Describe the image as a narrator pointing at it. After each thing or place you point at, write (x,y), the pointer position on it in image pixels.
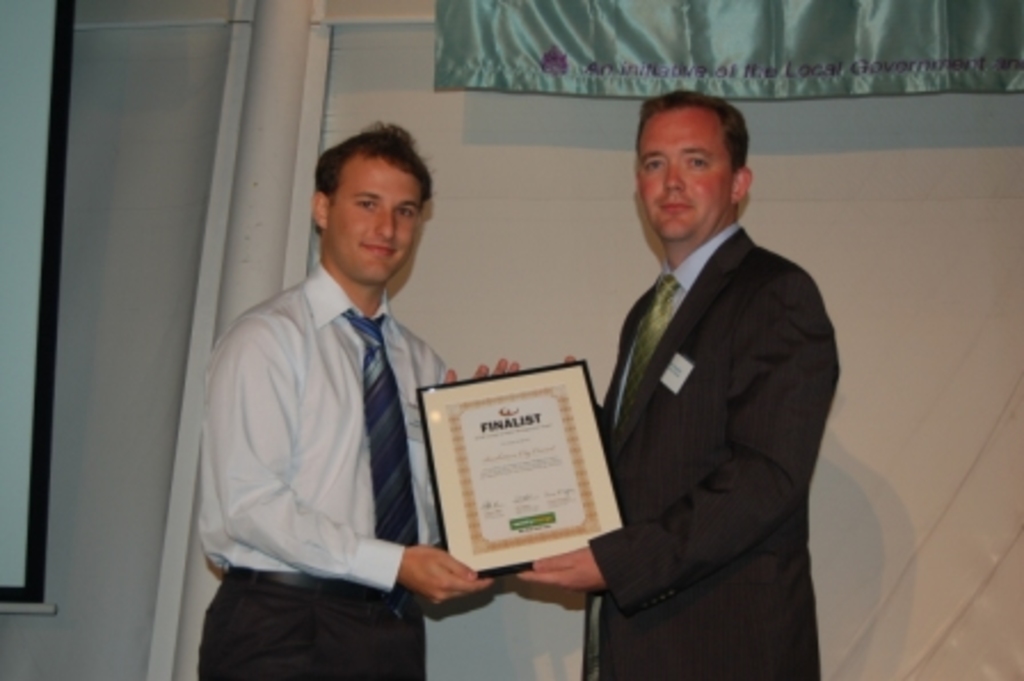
In this image we can see the two people (648,217) standing and holding an object (542,459), behind there is a curtain (615,19) and we can see the wall (504,153).
